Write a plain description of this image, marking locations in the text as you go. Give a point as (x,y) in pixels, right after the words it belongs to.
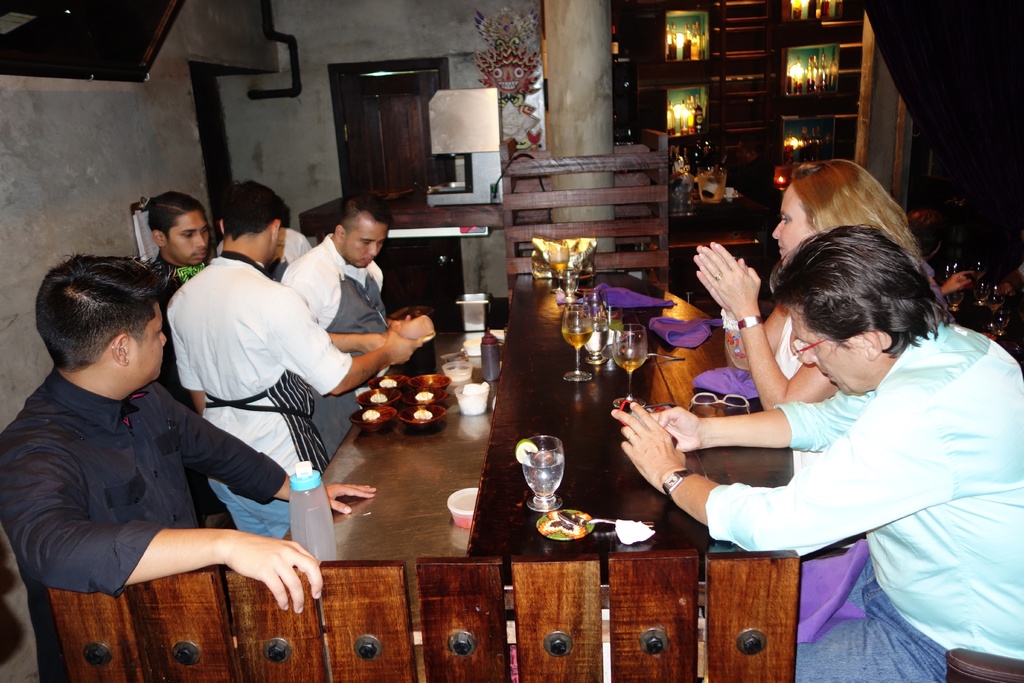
In this picture we can see persons (175,463) standing near to the platform (569,434). On the platform (578,421) we can see drinking glasses (578,319) with drinks (612,329) in it, boxes (470,506). We can see bottles (813,70) arranged in a rack (682,90). This is a door (386,104). This is a wall (112,146).
